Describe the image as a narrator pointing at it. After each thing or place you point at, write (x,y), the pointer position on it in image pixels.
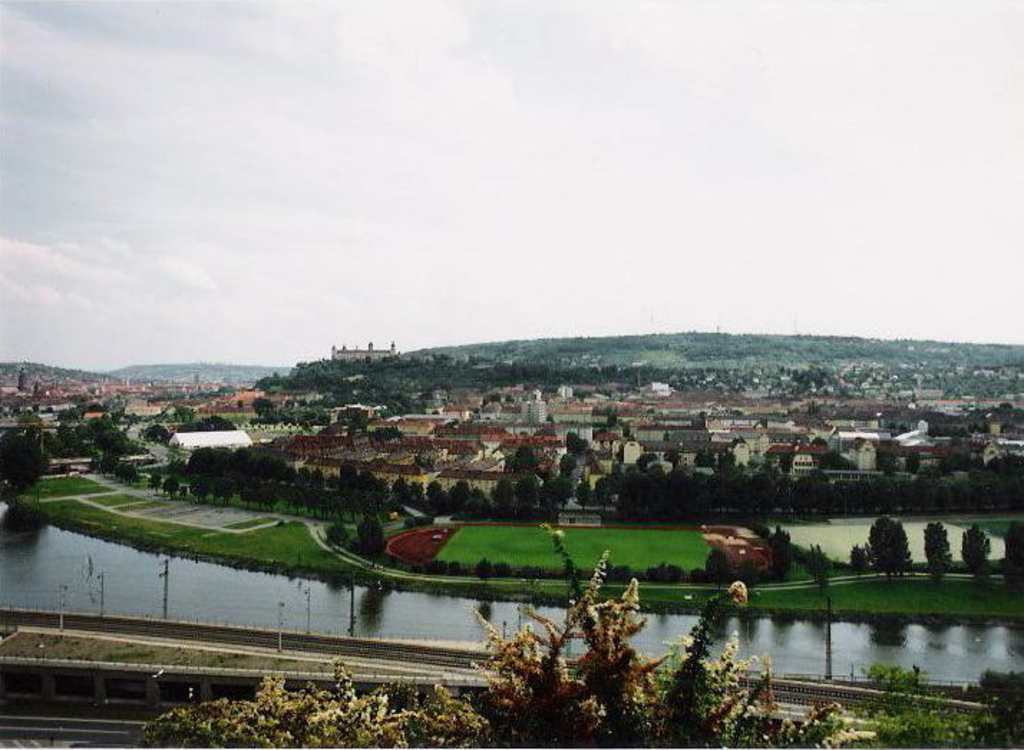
In the background (863,215) we can see the sky (689,159), hills (1004,356) and the thicket (951,344). In this picture we can see the buildings (733,411), trees (509,386), grass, water (945,645), poles (103,601) and bridge (482,659).
